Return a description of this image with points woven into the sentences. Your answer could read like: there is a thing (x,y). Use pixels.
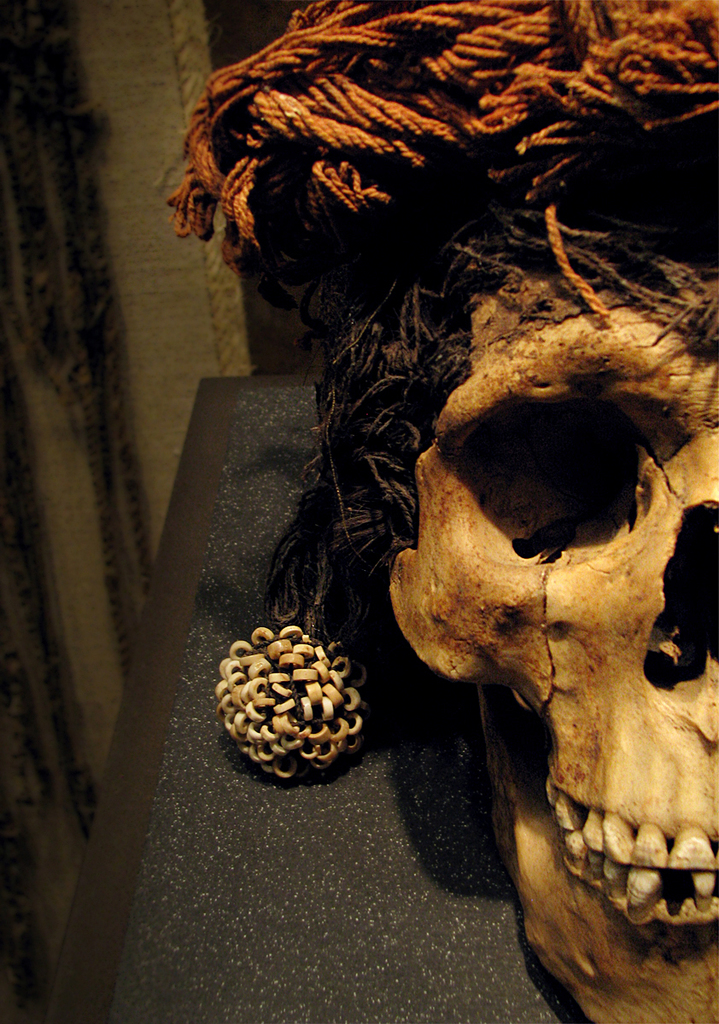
In this image I can see yellow colour skull (563,459) and few other things (315,446).
